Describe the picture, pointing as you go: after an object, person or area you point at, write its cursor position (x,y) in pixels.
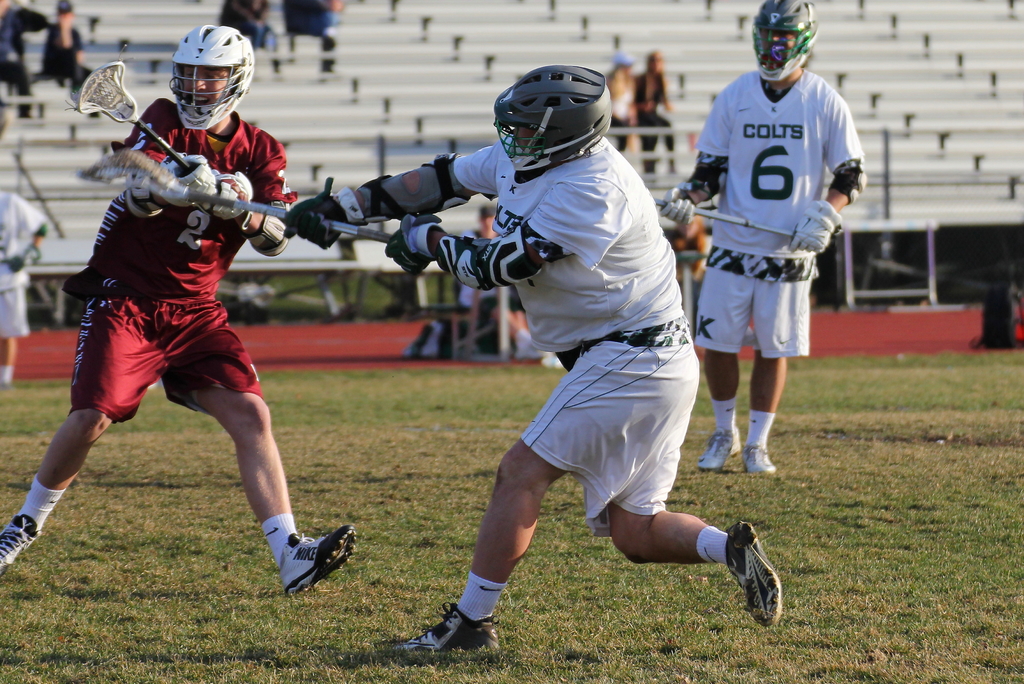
This picture is clicked outside. In the center (534,255) we can see the group of people (588,143) holding the sticks (126,161) and seems to be standing on the ground (452,468) and we can see the green grass (464,473). In the background (259,28) we can see the group of people (637,79) seems to be sitting on the benches (39,84), and we can see a person (23,215) in the left corner (20,249).
